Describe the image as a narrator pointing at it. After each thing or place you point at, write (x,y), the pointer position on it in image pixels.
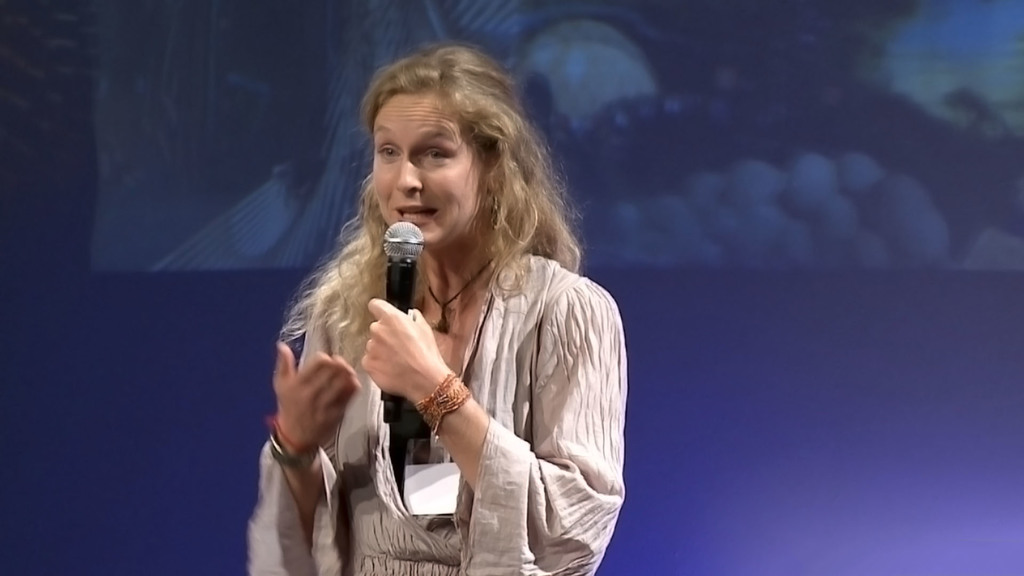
In this image we can see a girl (416,431) standing and holding a mike (407,250). In the background (341,56) there is a screen (754,168).
